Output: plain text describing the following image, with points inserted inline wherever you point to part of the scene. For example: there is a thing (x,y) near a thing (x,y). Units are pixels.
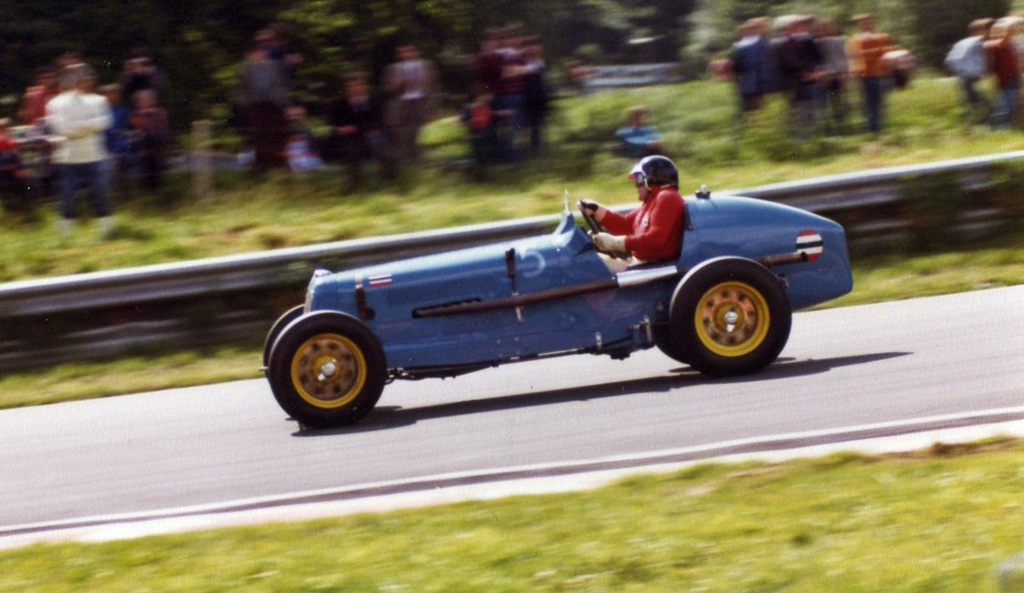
In this image we can see a person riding a car (771,317) on the road (759,374). And we can see surrounding people (764,36) at the top (100,157). And we can see grassy surface (118,551).
